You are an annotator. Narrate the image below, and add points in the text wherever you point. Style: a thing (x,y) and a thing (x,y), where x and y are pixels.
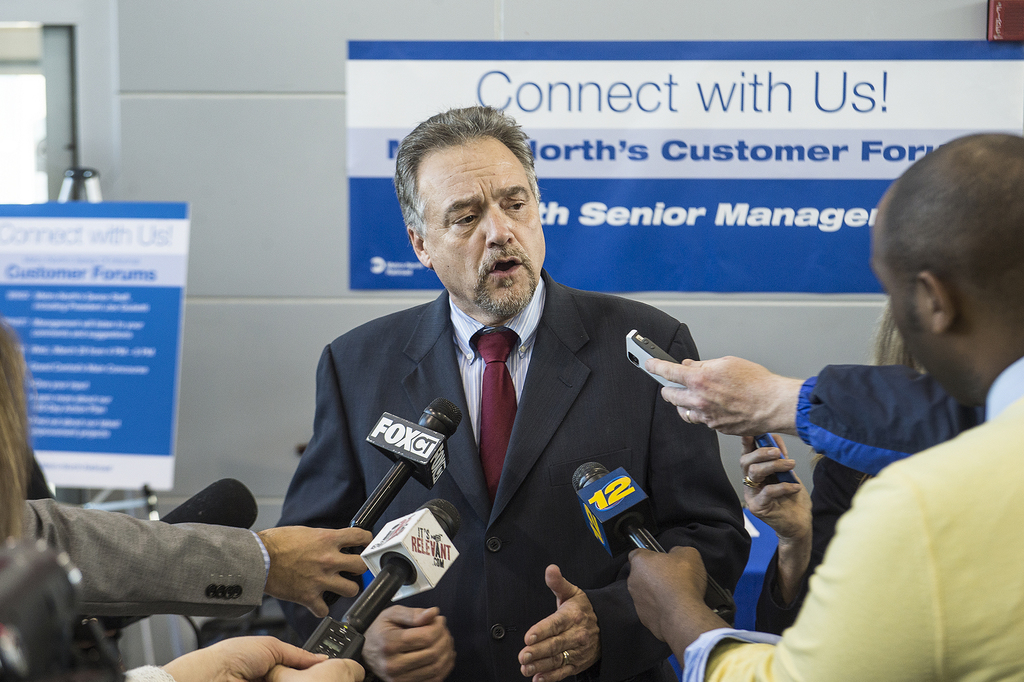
In this image there are persons (150,533) standing. In the center (495,454) there is a man (494,462) standing and speaking. In front of the person (481,338) there are mics (411,540). In the background (640,219) there are banners (96,312) with some text (540,210) written on it.
